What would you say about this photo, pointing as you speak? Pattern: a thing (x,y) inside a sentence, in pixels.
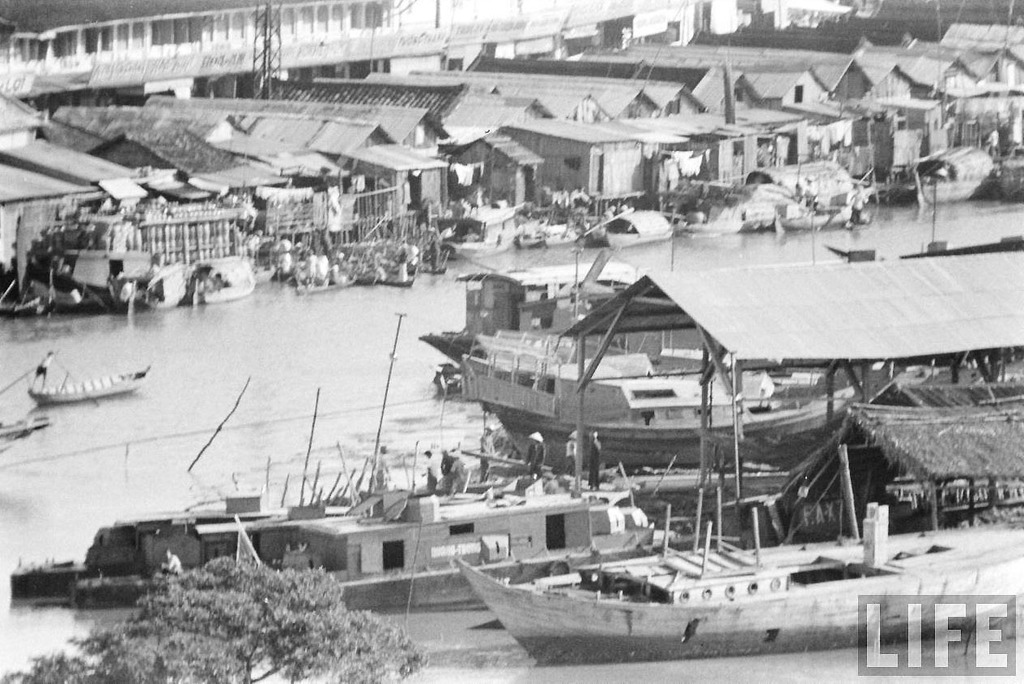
In this image I can see few boats (495,308) on the water (79,364) and I can see few people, houses (561,51), trees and the tower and the image is in black and white.
